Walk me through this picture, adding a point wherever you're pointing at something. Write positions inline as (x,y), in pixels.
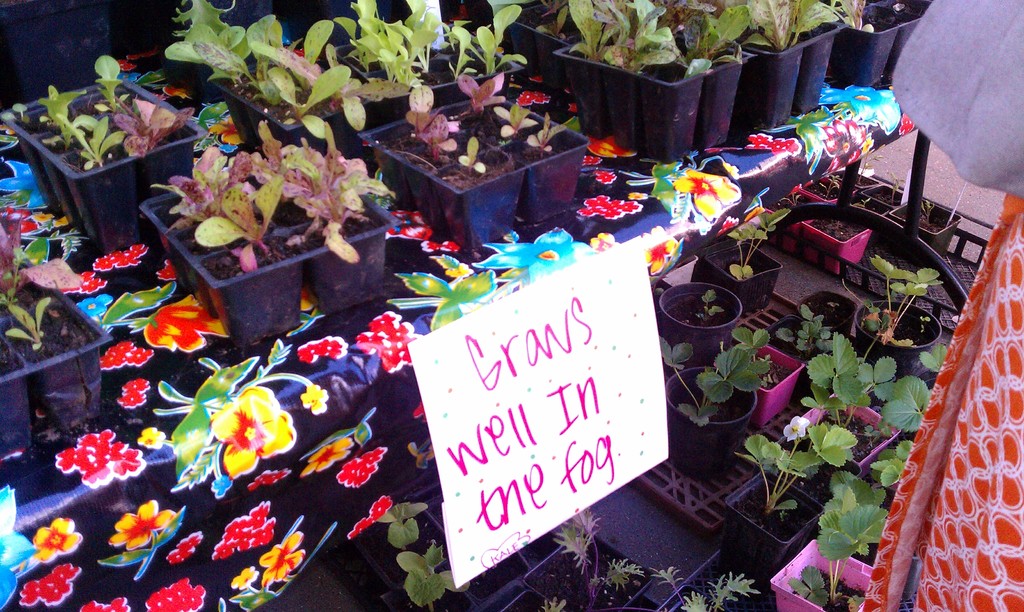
In this picture there are different types of plants (197,186) in the pots (168,218) and there is a board (614,403) on the table (365,355) and there is a text (514,393) on the board (641,356). On the right side of the image (969,513) there is a person (1017,430) standing. There is a floral sheet (265,412) on the table (317,383).
